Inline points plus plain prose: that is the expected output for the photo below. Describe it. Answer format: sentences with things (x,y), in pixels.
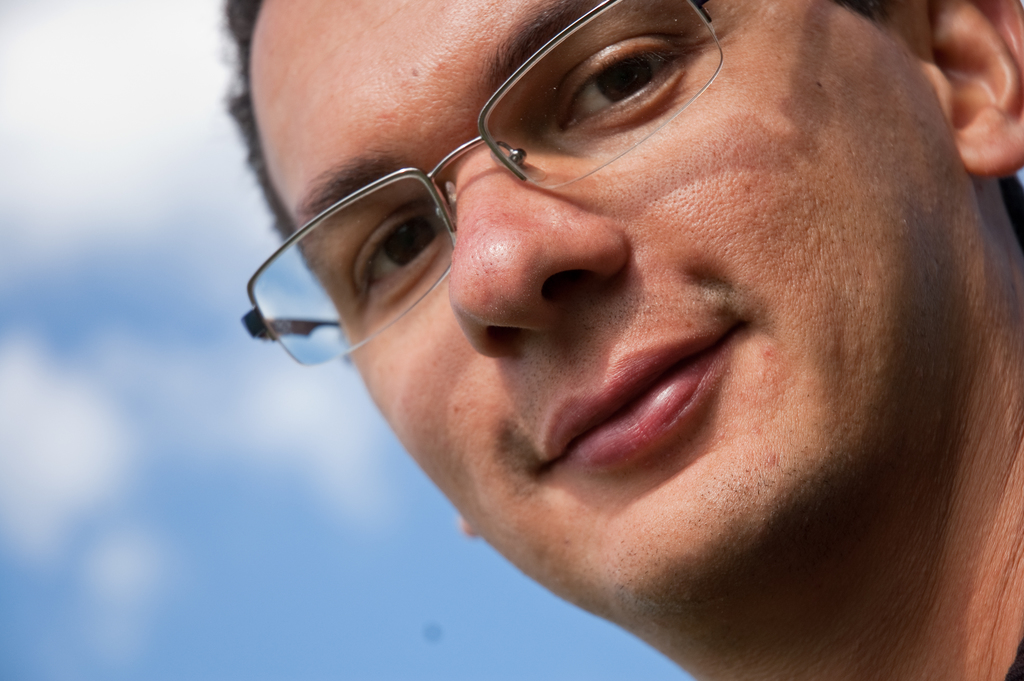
As we can see in the image in the front (723,391) there is a man (649,310) wearing spectacles (454,232) and the background (51,502) is blurred.
